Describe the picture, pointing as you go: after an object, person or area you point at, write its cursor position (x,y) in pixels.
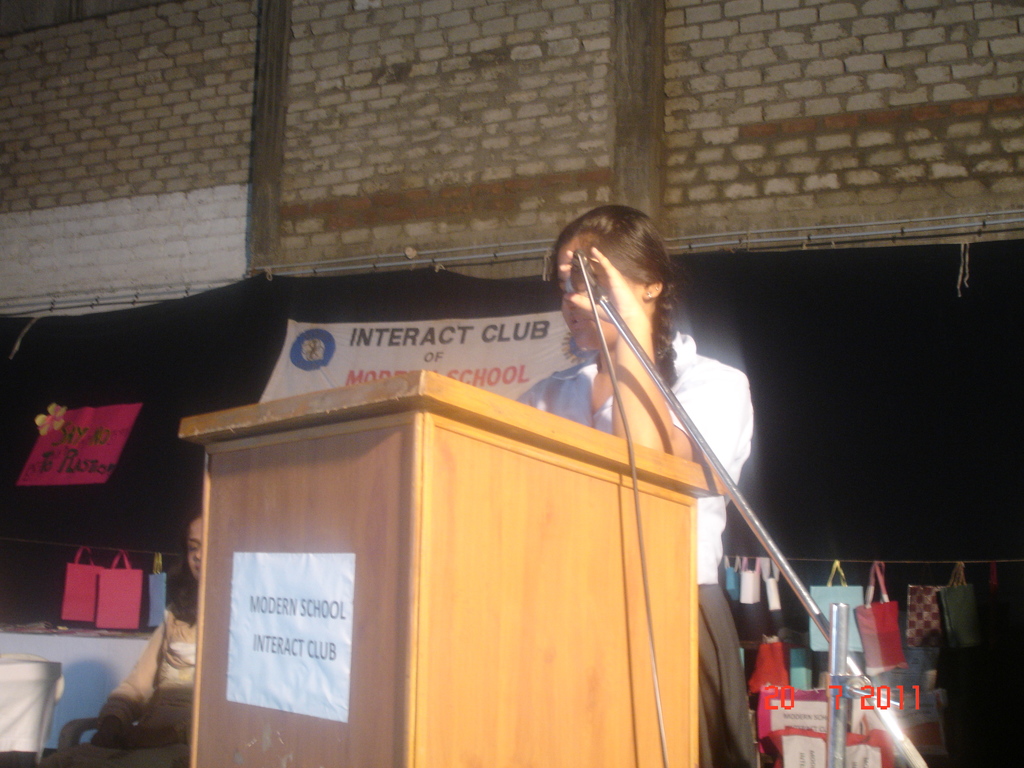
This image is clicked in a meeting. In the front (418,666), there is a podium (432,632). To the right (700,444), there is a stand (891,715) to which mic (598,282) is fixed. There is a girl (603,389) standing near the podium (670,456) and wearing white shirt (707,553). In the background (113,385), there is a back cloth (989,394), on which a white banner (345,352) is fixed. To the right (855,627), there are some bags (870,628) hanged to the thread (915,562). In the background (438,78), there is a wall (413,143).
